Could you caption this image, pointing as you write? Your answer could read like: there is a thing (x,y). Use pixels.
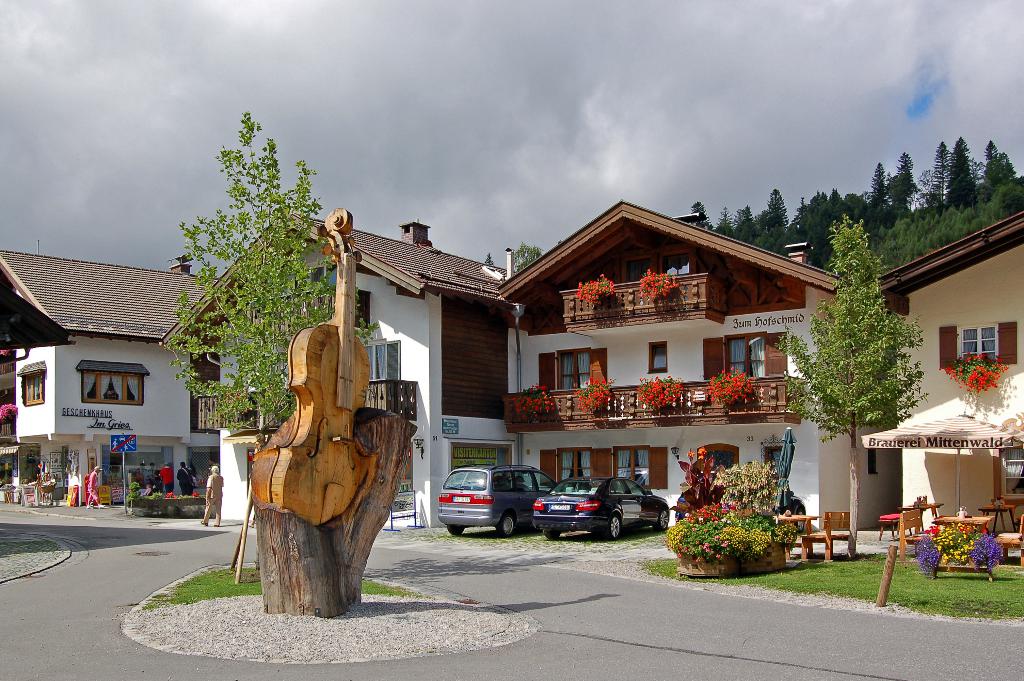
As we can see in the image there are buildings (413,323), trees (899,368), plants (996,542), sculpture (325,525), few people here and there, sky (582,78) and clouds (396,29).
